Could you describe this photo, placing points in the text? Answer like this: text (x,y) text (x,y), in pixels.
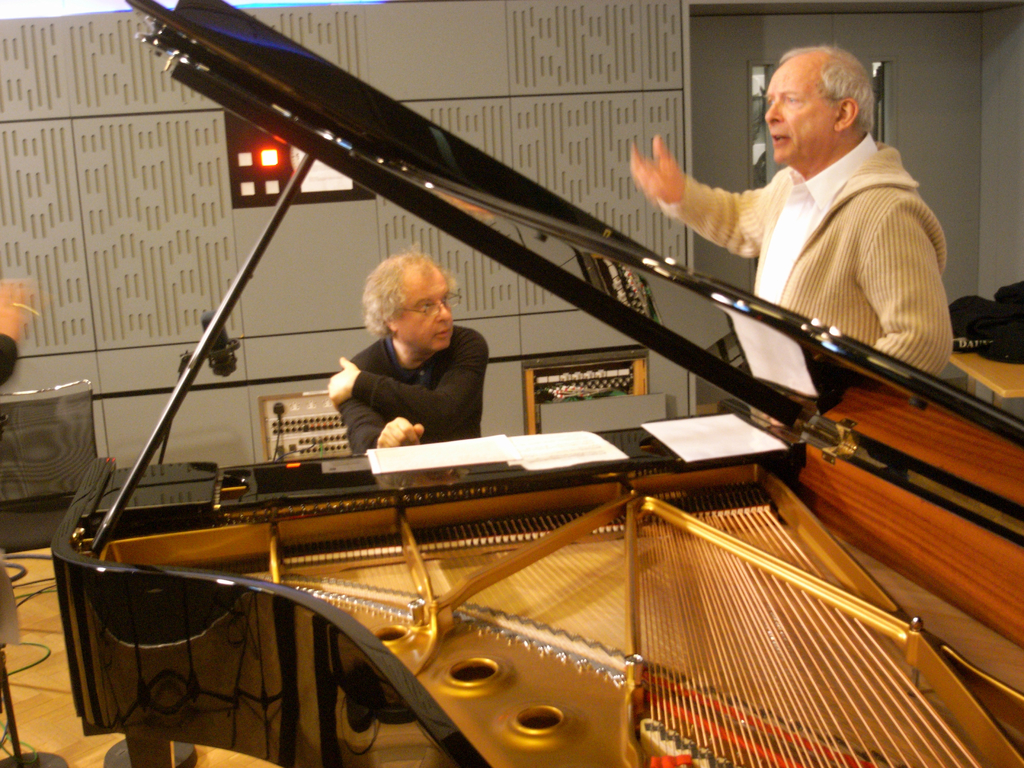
In the image we can see there is a man (446,385) who is sitting in front of the piano (447,502) and there is another man (829,179) who is standing here.
